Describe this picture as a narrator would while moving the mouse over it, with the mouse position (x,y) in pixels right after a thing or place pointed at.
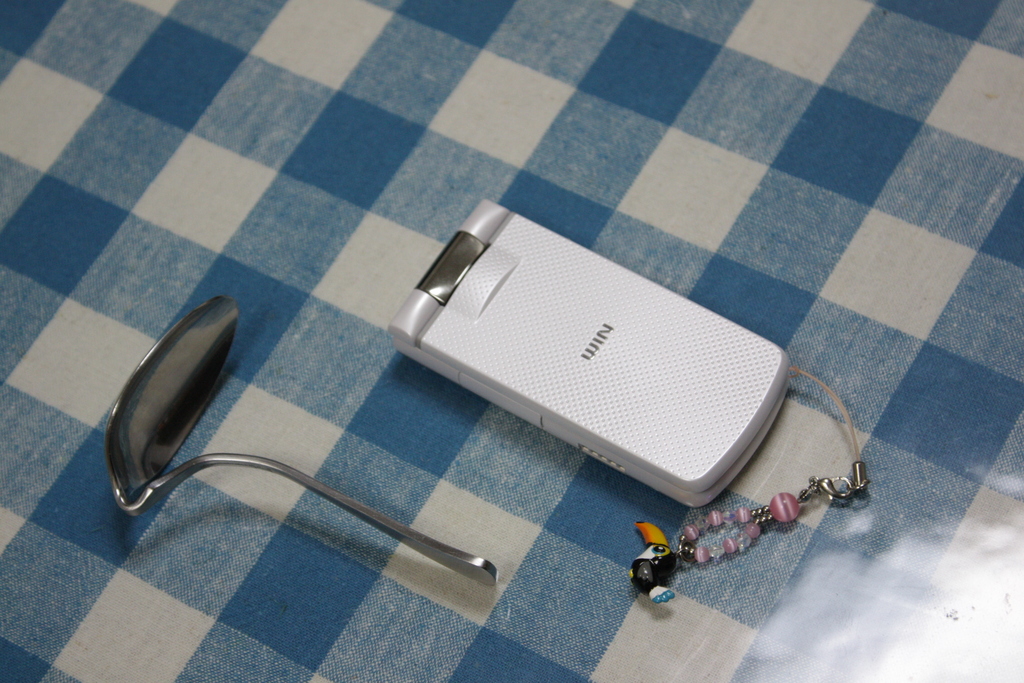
In this image we can see a mobile phone (405,313) with key chain (662,577) and a bent spoon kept on the cloth (288,85) which is in blue and white color.
